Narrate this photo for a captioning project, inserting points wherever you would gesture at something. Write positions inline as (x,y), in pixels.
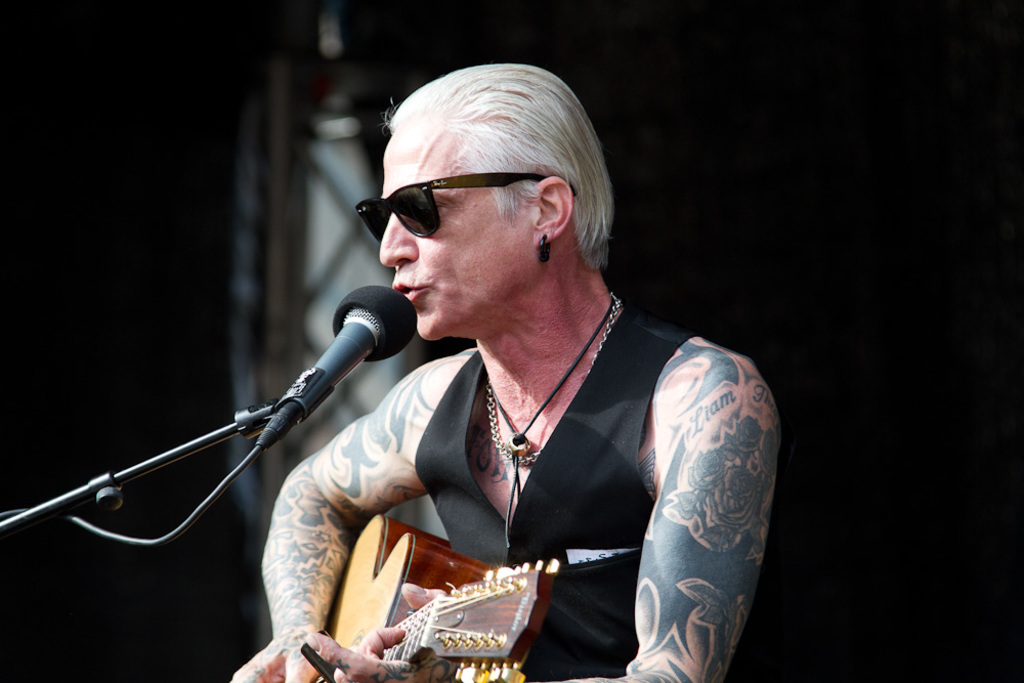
This picture shows a man (753,443) playing a guitar (357,550) and singing with the help of a microphone (386,297).
